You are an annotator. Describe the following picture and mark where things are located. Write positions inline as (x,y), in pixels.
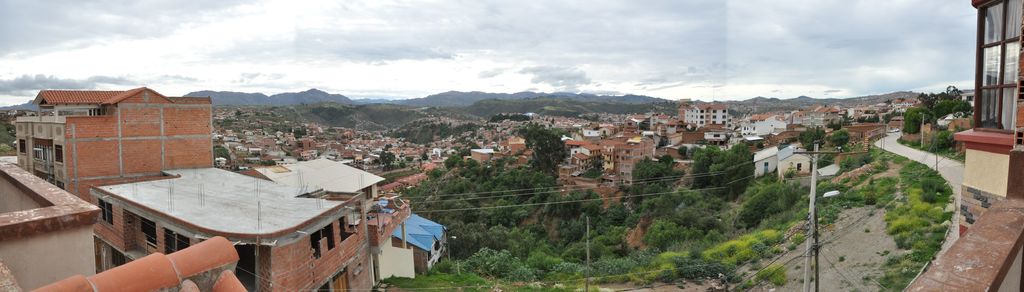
In this picture we can see building (695,133) with windows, trees (706,187), poles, mountains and in the background (343,28) we can see the sky (698,32) with clouds (610,76).
